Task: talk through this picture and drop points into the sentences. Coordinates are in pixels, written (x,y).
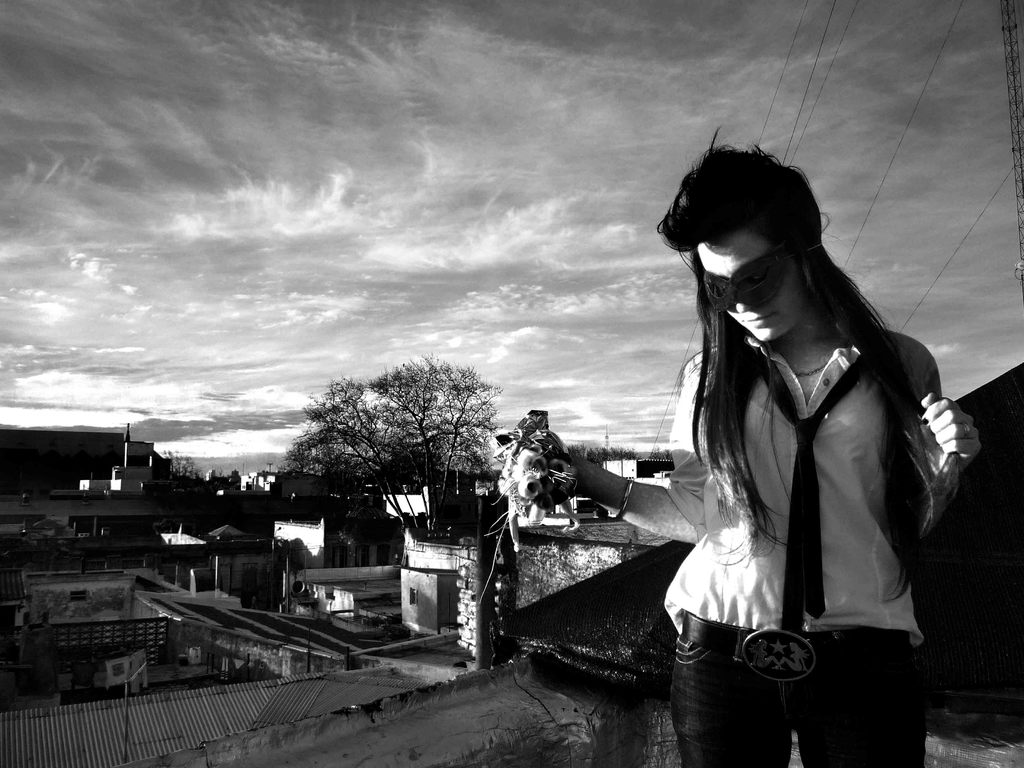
This is a black and white picture, in the right (793,484) there is a woman (706,300) in shirt (772,442) and tie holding flowers (538,424), in the background (295,602) there are trees (408,436) and surrounded by buildings (367,632) all over it and above its sky (396,190) with clouds (365,163).
